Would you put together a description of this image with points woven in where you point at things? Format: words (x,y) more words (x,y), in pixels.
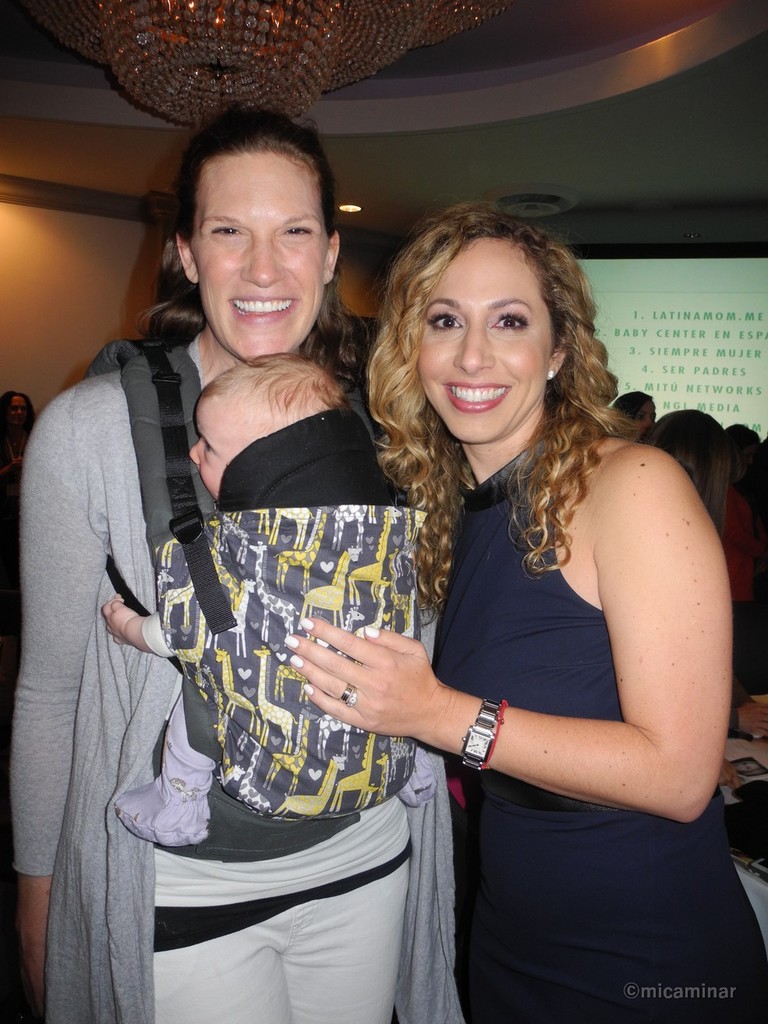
In this image in the center (482,671) there are two women (535,665) who are standing, in the background (708,366) there is a screen (667,294), wall (63,307) and some persons (726,530). At the top (491,113) there is ceiling (547,118) and one chandelier (308,72).
